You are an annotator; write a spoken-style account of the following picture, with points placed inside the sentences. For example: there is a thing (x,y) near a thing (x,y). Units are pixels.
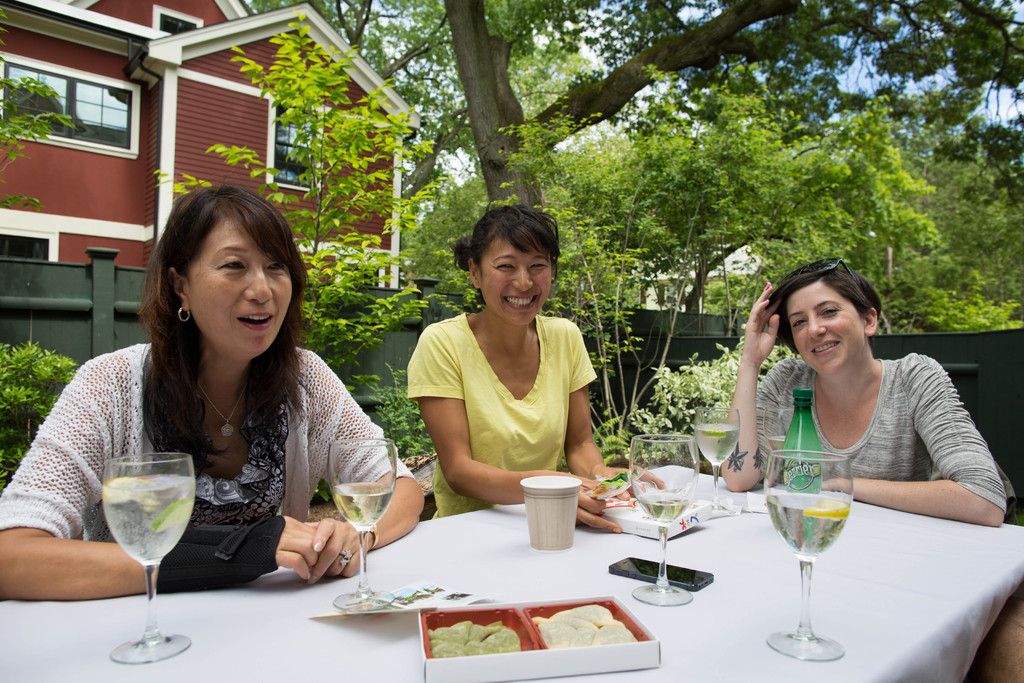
In this picture outside of the house (385,165). There are three people (584,401). They are sitting on a chairs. On the right side (796,344) we have a person (819,325). She is wearing a spectacle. There is a table (423,578). There is a glass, paper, box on a table (544,561). We can see in background (756,72) trees (673,216), building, window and sky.
